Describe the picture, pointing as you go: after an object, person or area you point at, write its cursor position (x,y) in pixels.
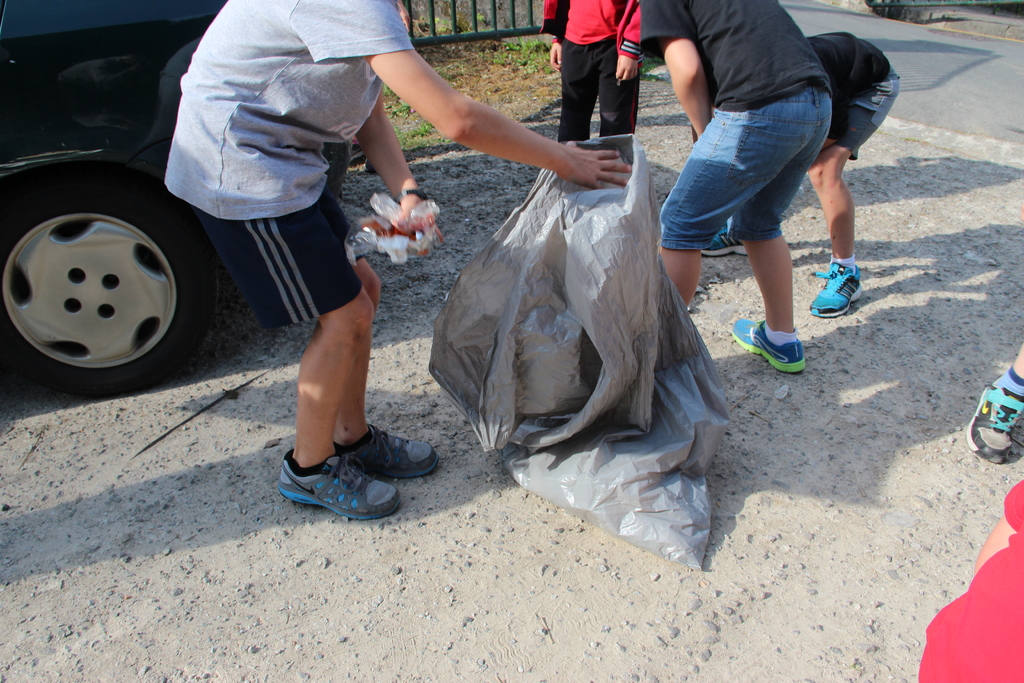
In the image we can see the truncated images of people (478,139) standing, wearing clothes (267,254) and shoes (381,435). Here we can see a plastic bag (548,284), the vehicle (101,136) and the sand (329,520). Here we can see the road (901,36), grass (503,85) and the fence (530,34).
